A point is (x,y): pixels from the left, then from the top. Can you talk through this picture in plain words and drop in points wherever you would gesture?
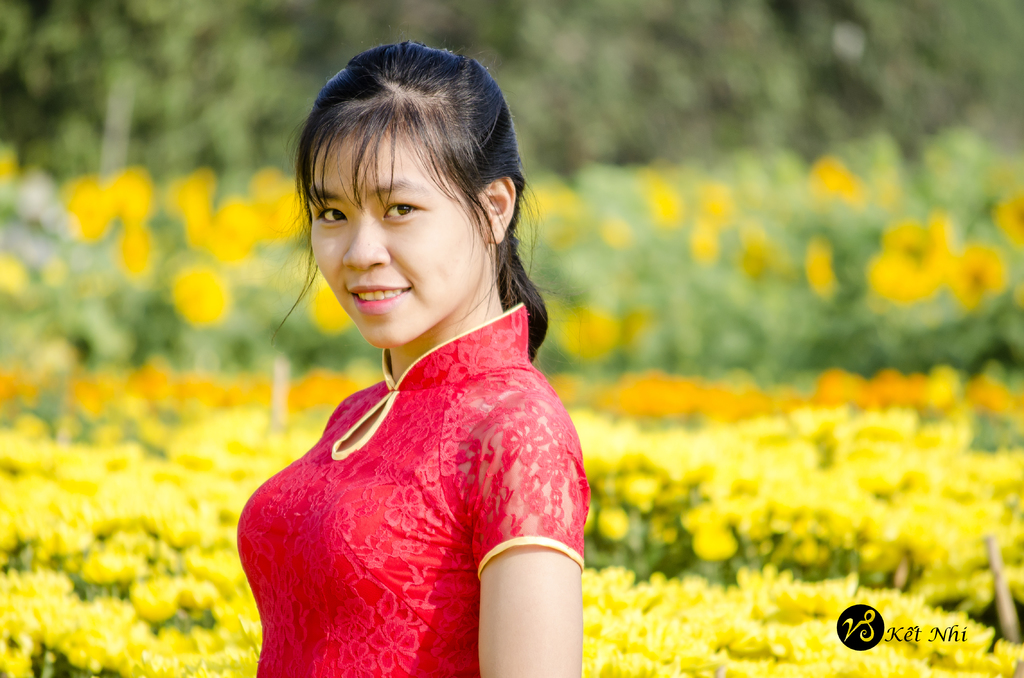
In the middle of the image (441,253) a woman (361,61) is standing and smiling. Behind her there are some flowers (957,604) and plants (83,176). Background of the image (995,150) is blur.
